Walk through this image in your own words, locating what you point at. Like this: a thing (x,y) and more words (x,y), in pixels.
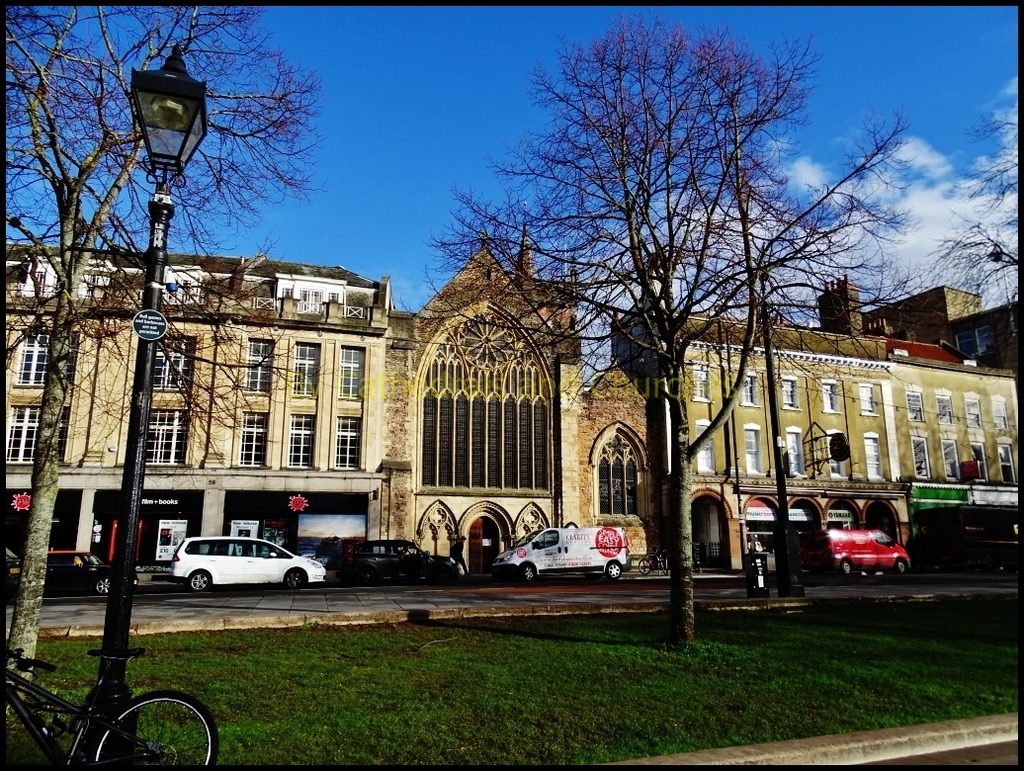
In this image I can see the bicycle (73,728), light pole (132,570) and many trees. I can see many vehicles (531,566) and bicycles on the road (584,592). In the background (166,553) I can see the boards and the building (403,423) with windows (490,389). I can see the clouds (808,282) and the blue sky (547,201) in the back (422,70).
